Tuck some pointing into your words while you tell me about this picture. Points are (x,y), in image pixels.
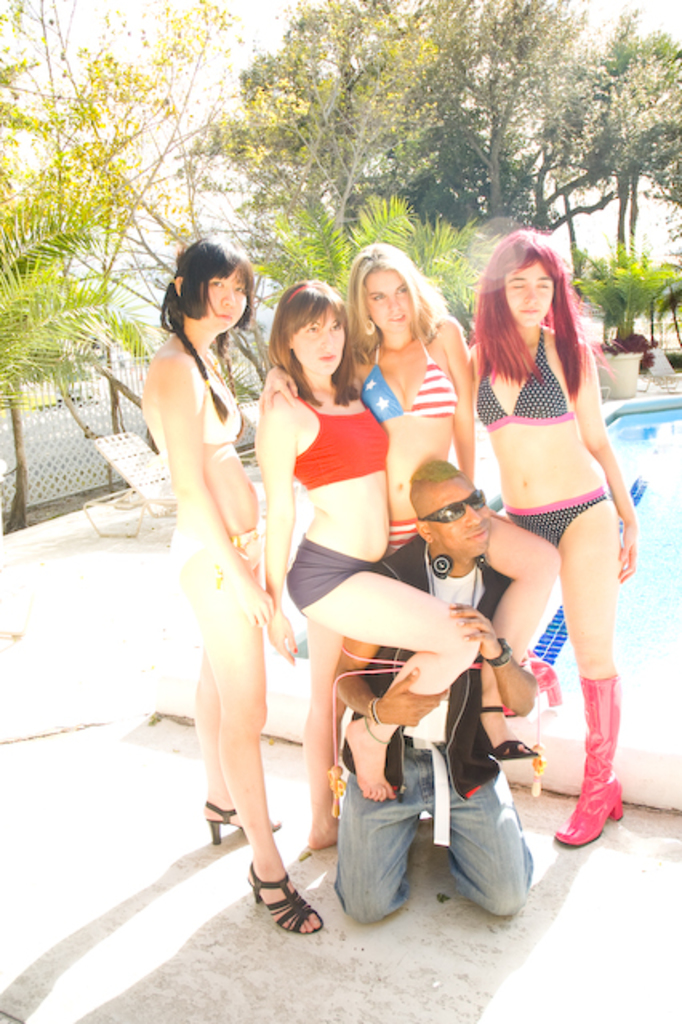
In this picture we can see four persons (521,458) standing and one man (380,892) in the middle (445,539) he sat on his knees (458,882). There is a swimming pool (647,472). These are the plants (595,285) and trees (493,105). There is a lounge chair (126,456). And on the background (254,45) there is a sky (245,35).
